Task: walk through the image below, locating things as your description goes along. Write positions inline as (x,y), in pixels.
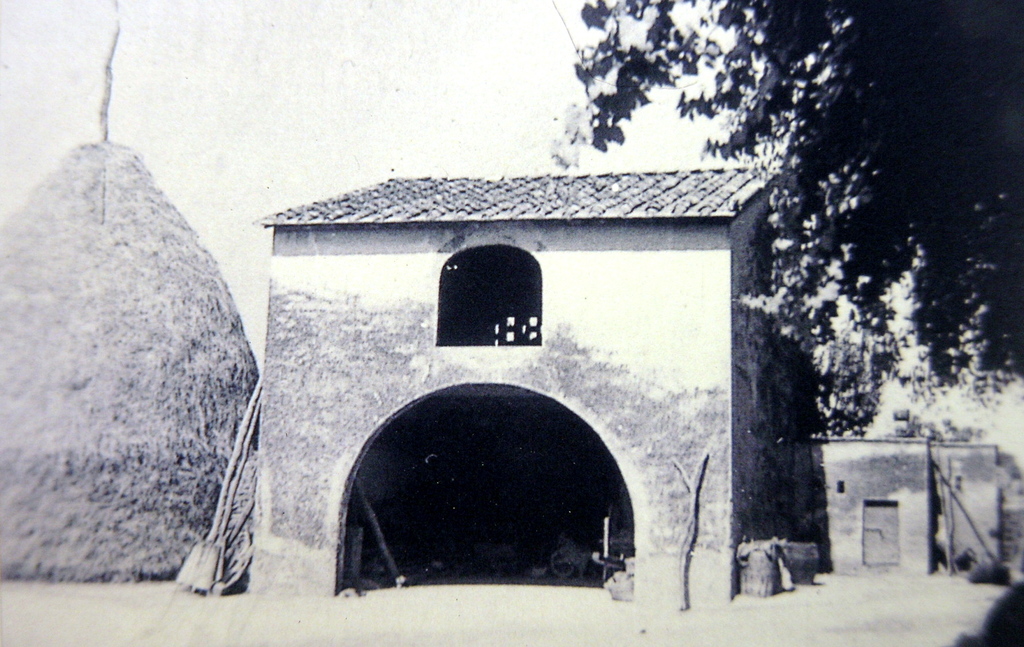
This is a black and white picture. Here we can see a shed (526,437), hut (850,531), branches (809,104), and leaves (795,164). In the background (391,140) there is sky (944,410).
